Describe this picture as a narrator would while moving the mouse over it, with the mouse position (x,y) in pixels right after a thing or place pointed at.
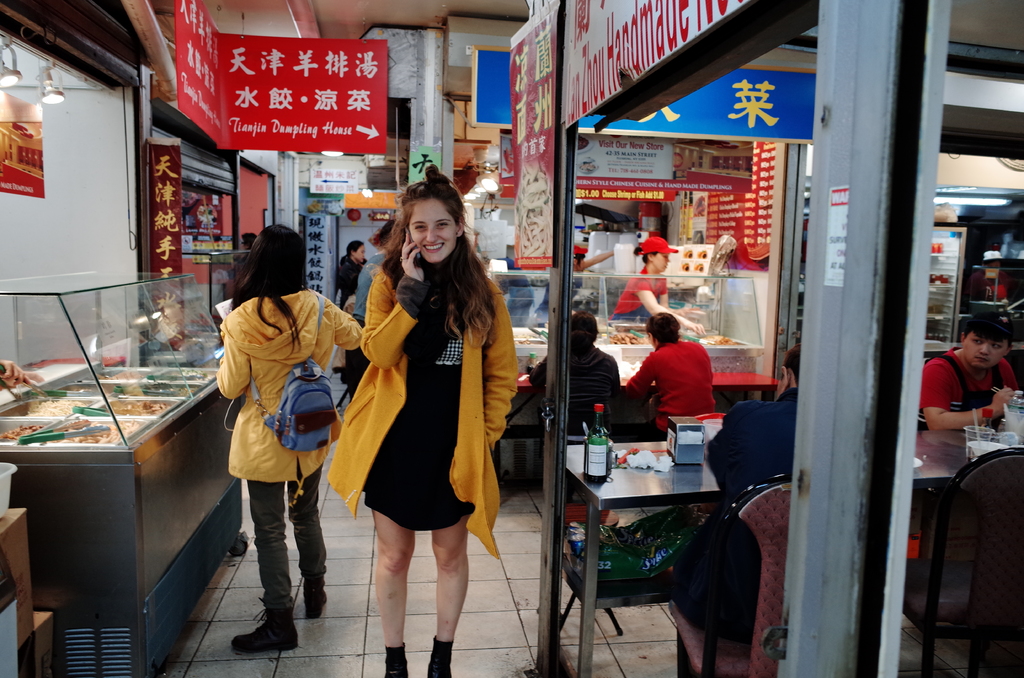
In the middle (409,436) a beautiful woman (464,293) is standing and speaking in the cell phone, she wore yellow color coat (485,432). It looks like a restaurant (512,408), on the right side (728,420) few people (593,383) are sitting on the chairs (940,520). There is a dining table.
